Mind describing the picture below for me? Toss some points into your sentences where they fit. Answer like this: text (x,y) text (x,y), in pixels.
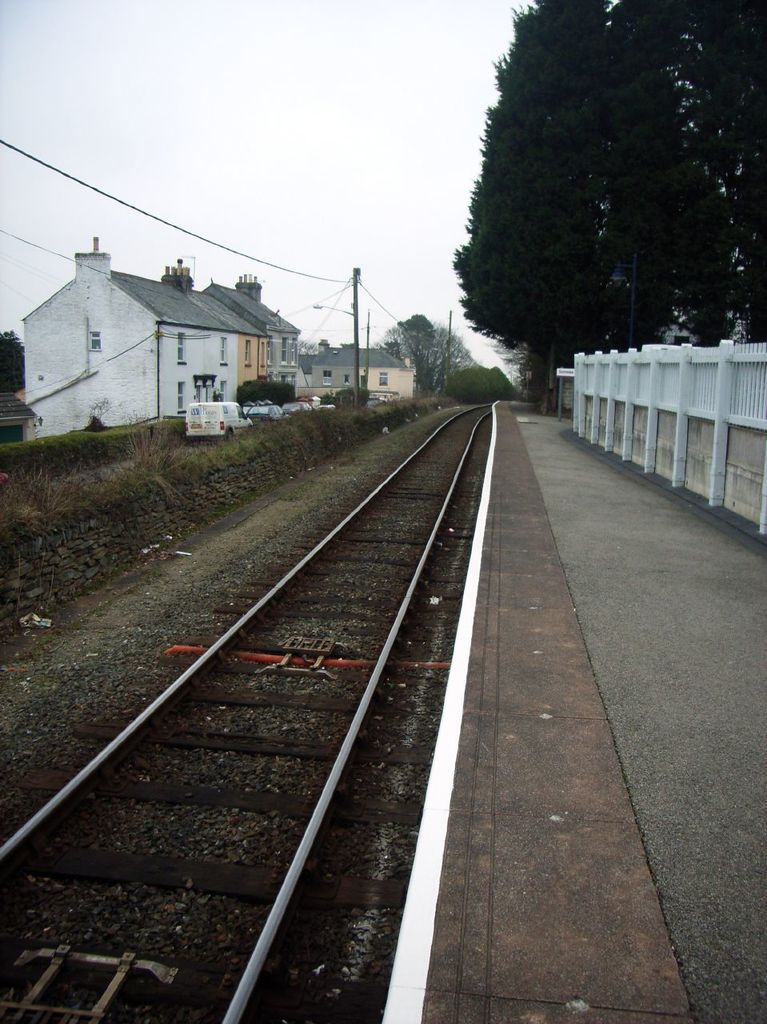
In this picture there is a railway track (278,617) in the middle of the image (406,527). On the left side (229,339) there white color house (213,331) and some poles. On the right side (661,417) there is a white boundary wall (650,419) and some trees (541,165).
